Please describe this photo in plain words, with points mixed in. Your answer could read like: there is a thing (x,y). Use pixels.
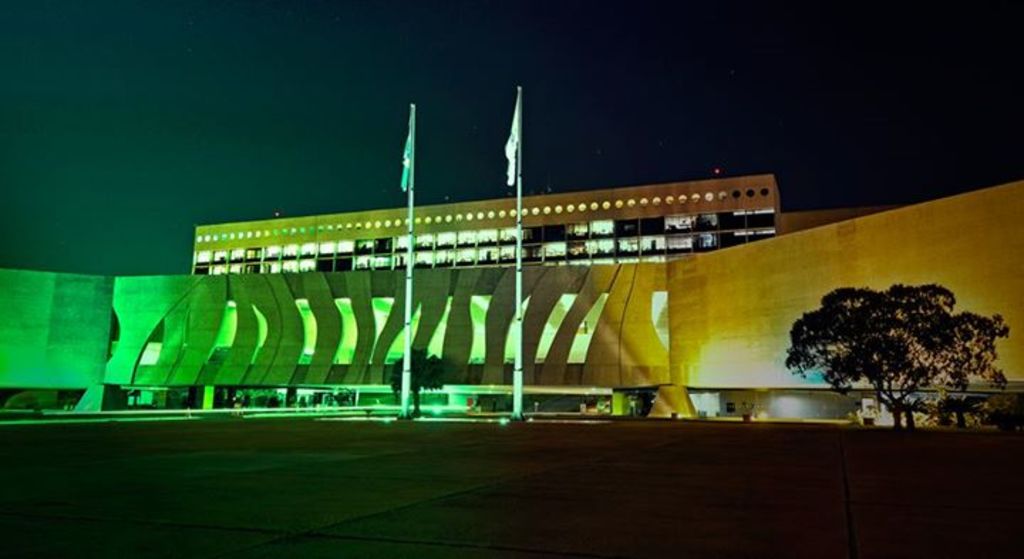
In the center of the image (427,274) we can see a building (514,257), poles (520,174), flags (516,124), windows (610,223), light (707,398), pots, trees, wall (489,351) are there. At the bottom of the image (479,513) ground (519,514) is there. At the top of the image (374,105) sky (438,145) is there.
